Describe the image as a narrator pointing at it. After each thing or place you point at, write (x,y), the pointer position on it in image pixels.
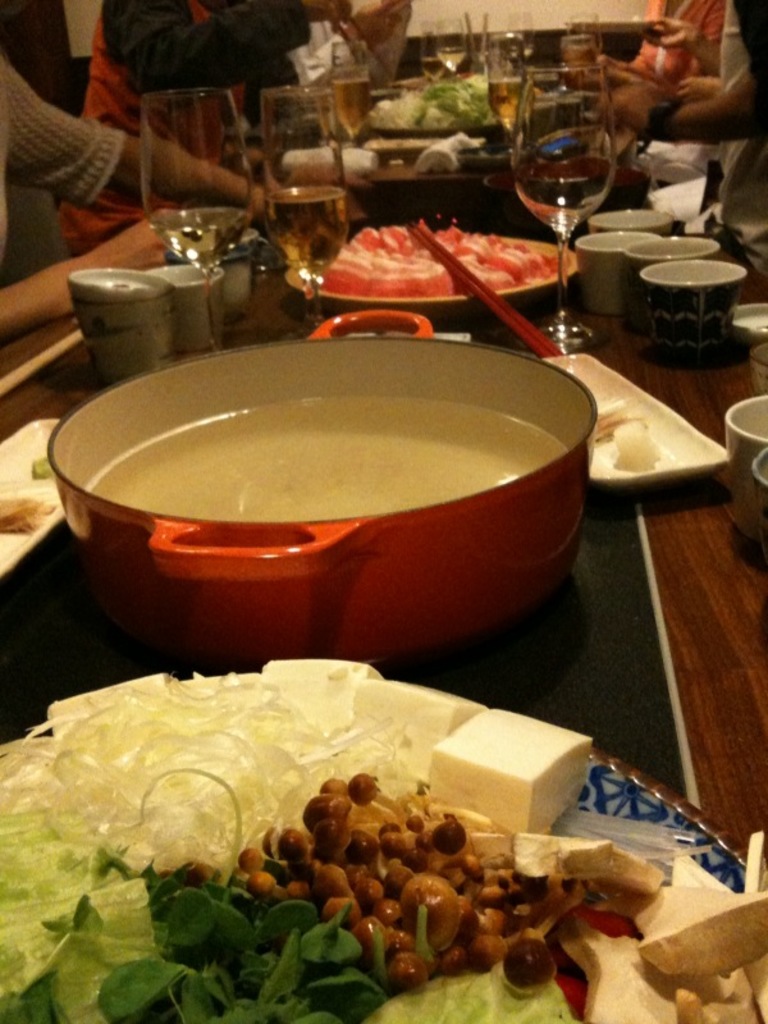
In this image, there are wine glasses (562,200), cups (699,331), chopsticks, food items (463,839) in the plates (473,128), liquid (302,503) in a vessel (460,517) and few other objects (656,661) on a table (684,609) and I can see a group of people (148,68).
